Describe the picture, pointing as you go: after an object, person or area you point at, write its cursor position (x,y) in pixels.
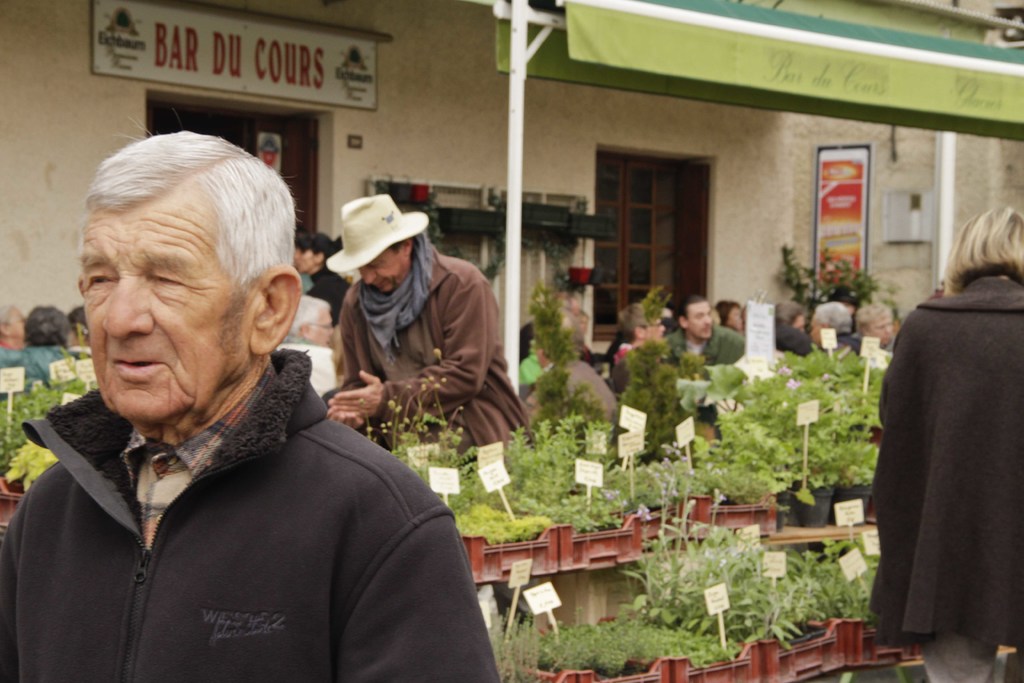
In this image we can see many plants (515,465) and descriptive boards (487,469). There is a store (813,197) and it is having windows (653,220). There are many people (333,311) in the image. There are advertising boards (842,185) in the image.
